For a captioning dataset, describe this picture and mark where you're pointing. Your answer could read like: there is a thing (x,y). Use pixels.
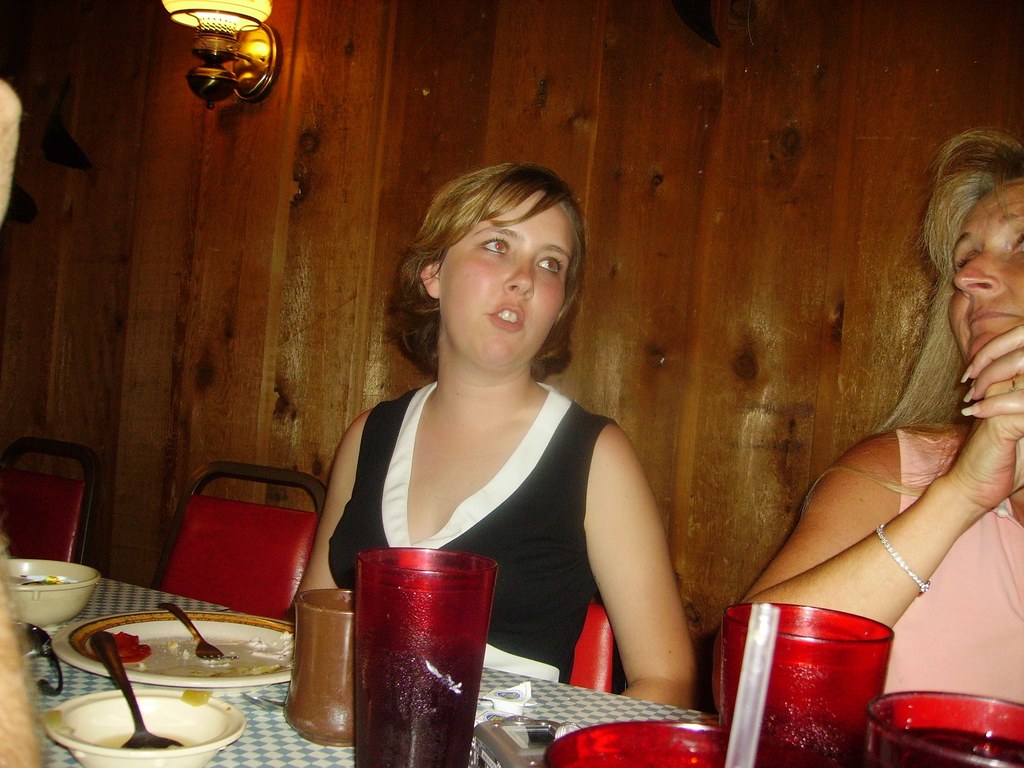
Two persons (489,392) are sitting on a chairs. There is a table (241,672). There is a glass (390,652), mug (334,648), plate (252,661), bowl (219,706), spoon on a table (276,718).
